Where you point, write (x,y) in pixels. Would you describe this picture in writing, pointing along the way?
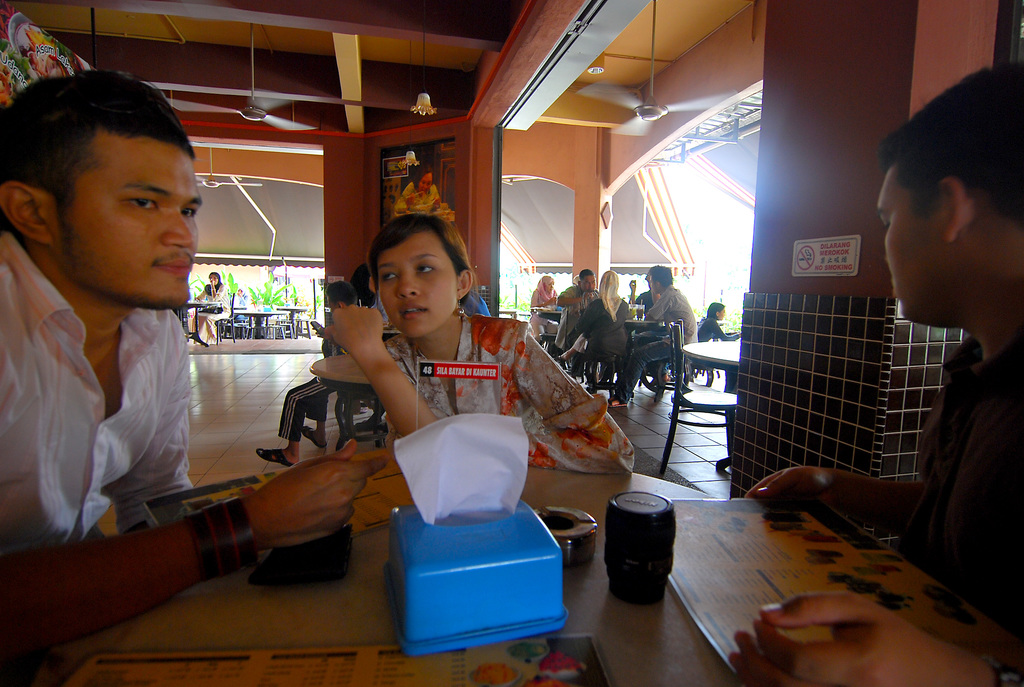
In this image there are people (408,356) sitting on the chairs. In front of them there are tables (622,473). On top of it there are some objects (133,681). In the background of the image (444,207) there is a photo frame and a board (823,257) on the wall (480,218). There are trees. At the top of the image (654,73) there are fans (653,92) and there are lights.
